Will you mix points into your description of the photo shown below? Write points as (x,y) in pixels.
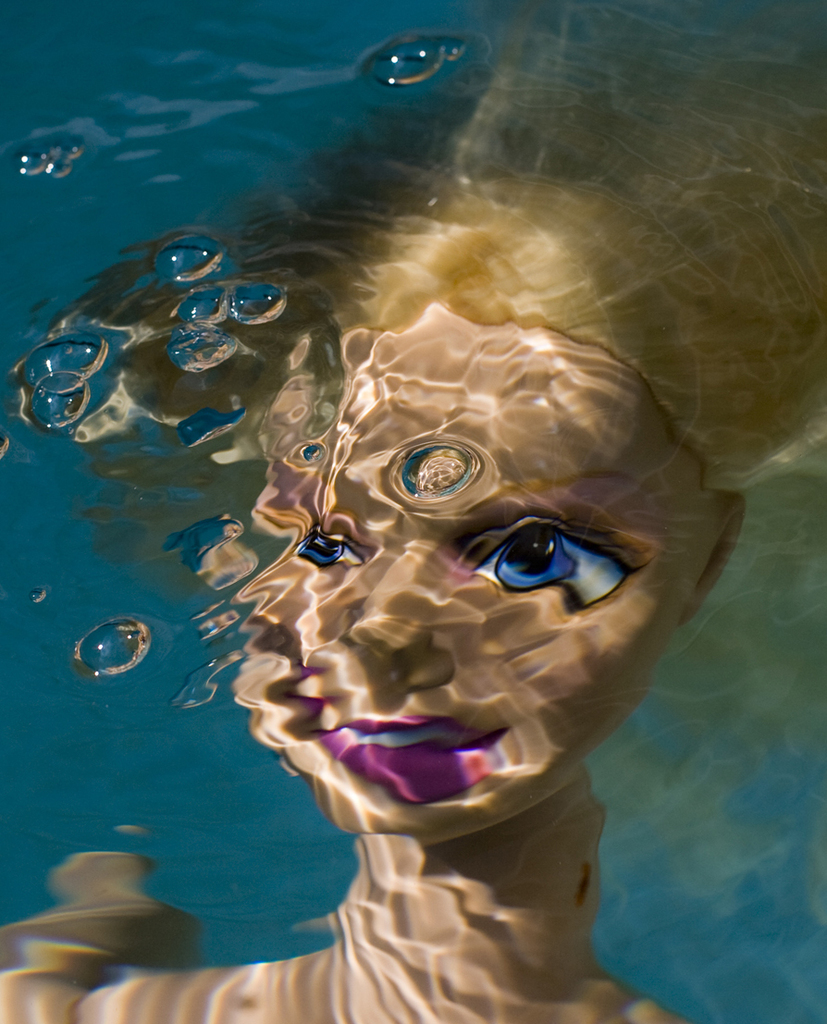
In this picture we can see a doll (377,779) in the water (230,813).
